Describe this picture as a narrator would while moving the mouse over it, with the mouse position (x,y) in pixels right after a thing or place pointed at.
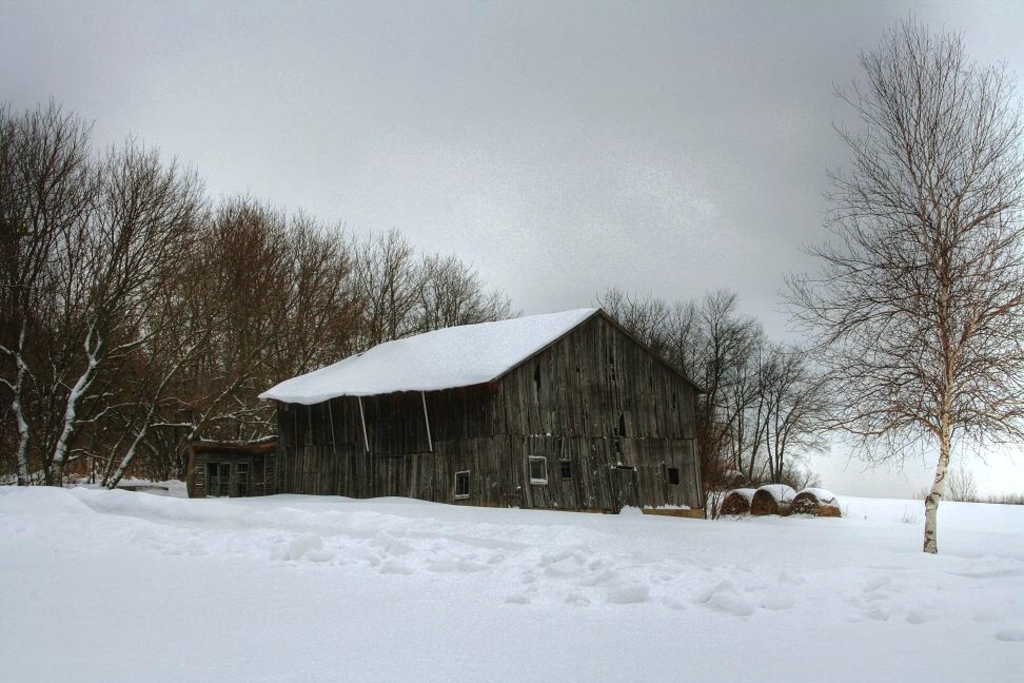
In the image in the center (577,404) we can see one house (560,393), wood wall (586,385), roof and few other objects (536,478). In the background (608,280) we can see sky (469,119), clouds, trees (101,259) and snow (129,530).
